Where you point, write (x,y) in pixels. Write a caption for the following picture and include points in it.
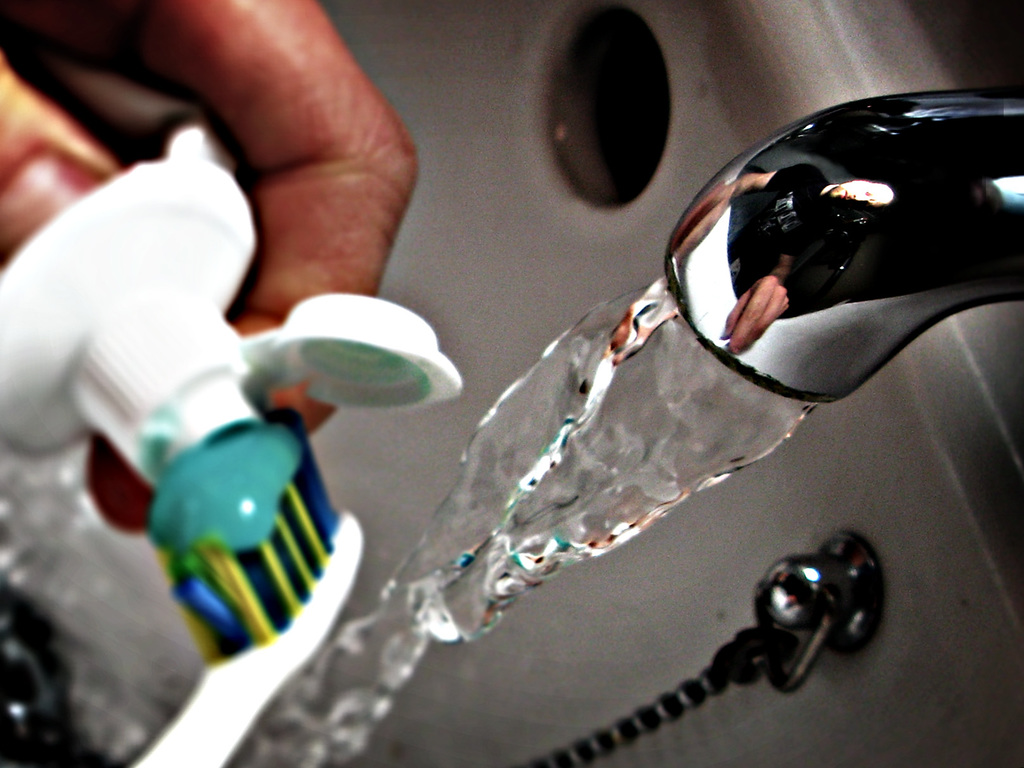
In this picture we can observe a brush (276,613) and toothpaste (234,468). We can observe a human hand (296,140) holding the toothpaste (118,327). On the right side (834,233) there is a tap (713,293) and we can observe water (567,512) flowing from the tap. In the background (430,95) there is a sink (400,507) which is in white color.
